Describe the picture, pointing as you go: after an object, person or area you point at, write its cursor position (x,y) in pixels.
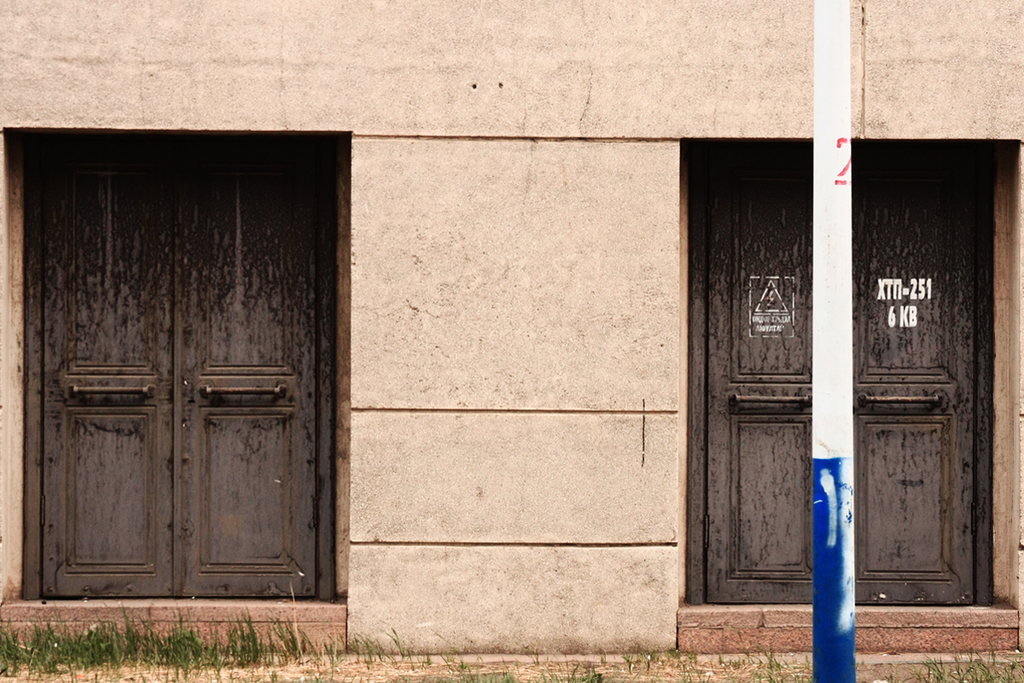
As we can see in the image there is a wall (531,432), doors (210,443), pole (832,398) and a grass (85,644).
